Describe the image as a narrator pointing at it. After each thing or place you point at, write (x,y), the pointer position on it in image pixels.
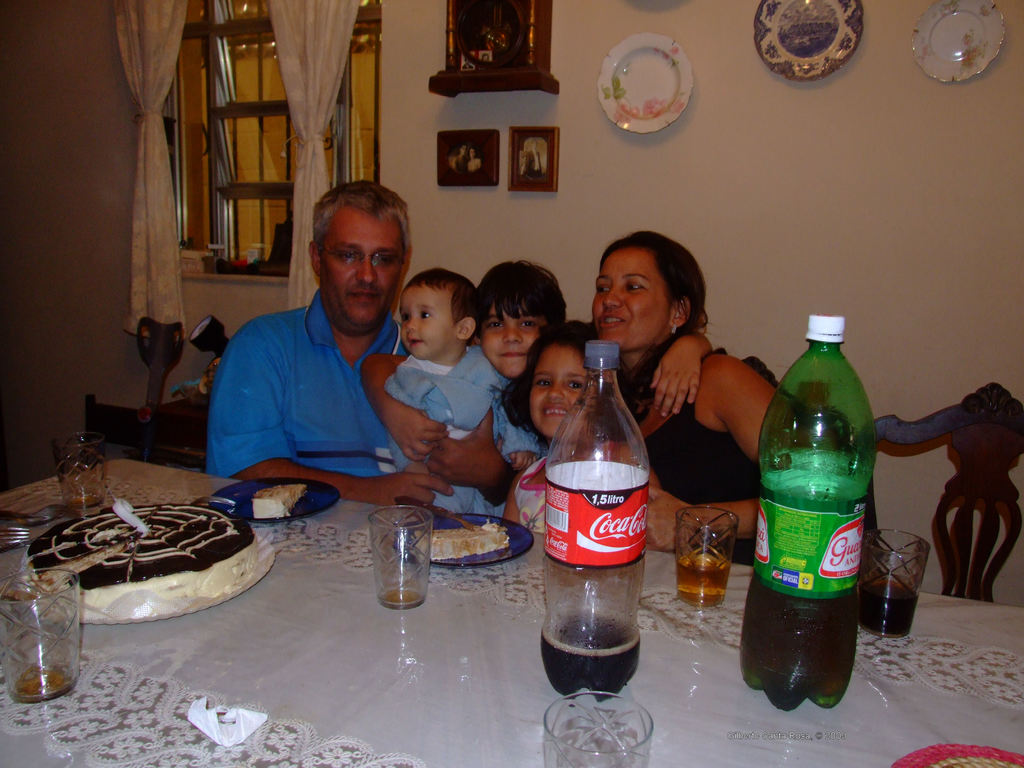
This Image is clicked in a room (578,303) where there are 5 people (545,385) sitting on chairs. There is a table (512,730) in front of them. On the table (151,473) there is a coke (574,450), glass (47,697), bottle (620,617), cool drink (781,666), tissue (242,729), plates (320,504). Behind them there is a wall (776,151) on that Wall (863,35) there are plates (639,106), wall clocks (507,12), photo frames (532,140), Windows (273,59), curtains (321,102).
